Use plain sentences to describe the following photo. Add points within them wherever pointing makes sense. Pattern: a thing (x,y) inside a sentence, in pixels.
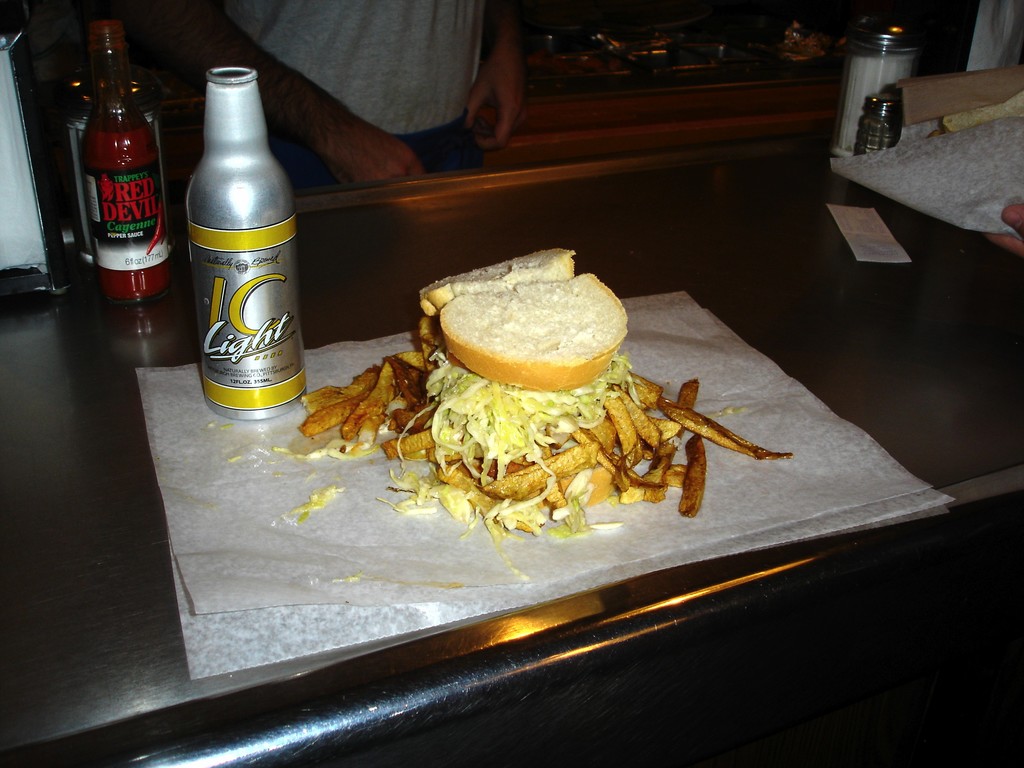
In a picture a table (86,570) is there and two bottles (269,405) are on it and one burger (551,467) with some fries (627,491) along with tissue paper (318,591) is present on it, in front of the table (438,185) there is one person (429,73) standing and there are two jars (867,123) present in the picture.
